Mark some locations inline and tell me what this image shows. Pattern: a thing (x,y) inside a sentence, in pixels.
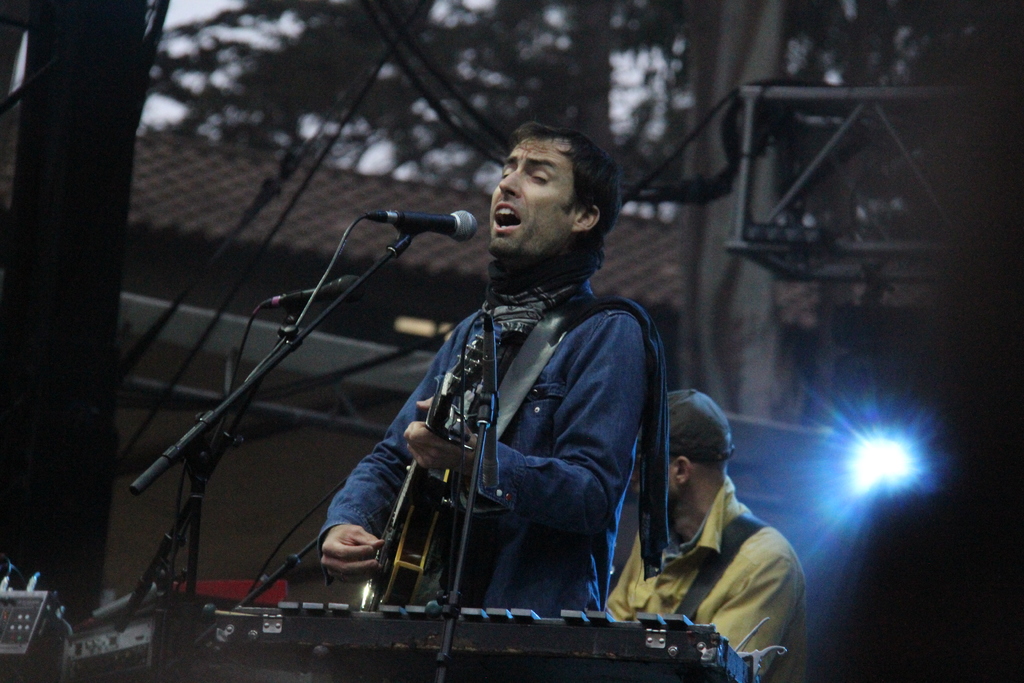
In this image we can see a man (501,494) standing by holding guitar (466,502) in his hands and a person (744,577) is standing. In the background (401,123) we can see trees (388,87), sky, shed (312,245), mics (314,287), mic stands (226,404), cables (278,299) and some other musical instruments (393,651).
